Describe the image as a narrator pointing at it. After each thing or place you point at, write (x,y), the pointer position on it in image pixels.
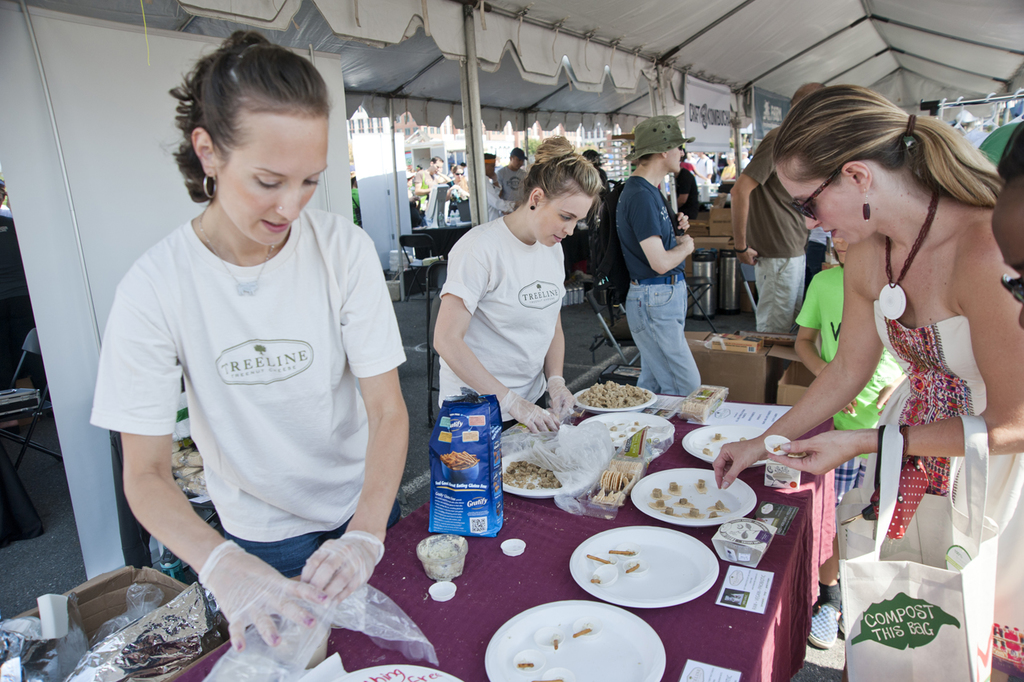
In this image we can see people (495,332) standing on the floor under the tents (807,72) and tables (662,421) are placed in front of them. On the tables (568,567) we can see serving plates (601,551) with food (582,633) on them, polythene cartons (485,497) and cardboard cartons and table cloths (478,616) with labels (747,575) pasted on them. In addition to this we can see chairs (409,263), bins (733,270) and advertisements (700,104) hanged to the tents (562,72).
